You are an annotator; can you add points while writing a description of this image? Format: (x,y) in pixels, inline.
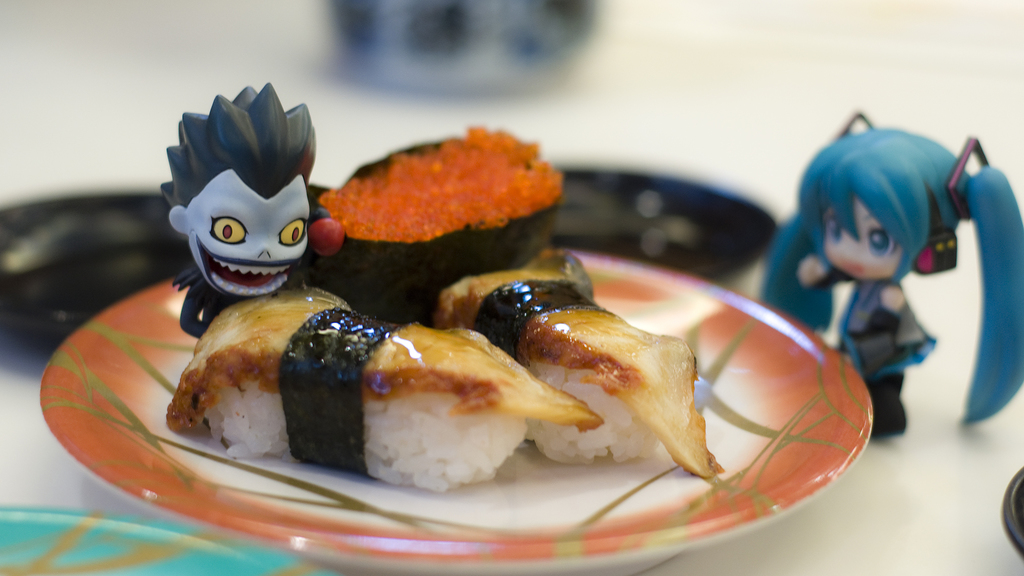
This image is taken indoors. At the bottom of the image (822,522) there is a table (807,540) with two plates (745,522), a few bowls (695,261) and a toy (875,256) on it. In the middle of the image (412,294) there is a plate (651,526) on the table (908,533) with food items (394,336) and a toy (237,205) on it.
